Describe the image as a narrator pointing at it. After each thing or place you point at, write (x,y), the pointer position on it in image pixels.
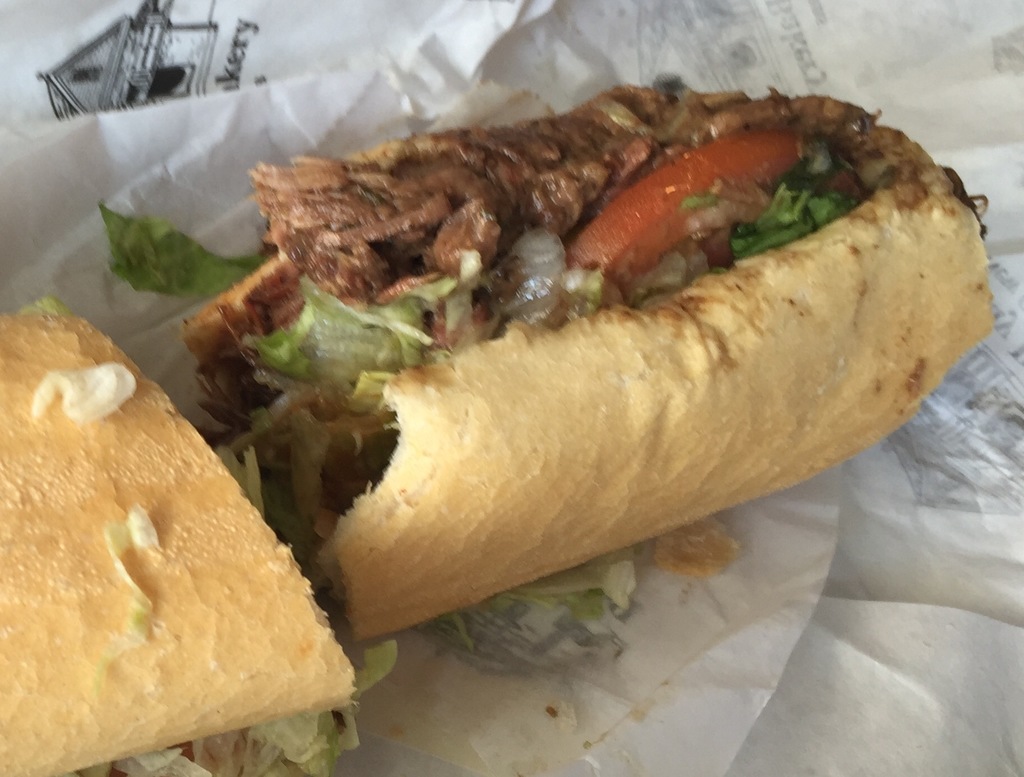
In this picture we can see a sandwich (584,449) here, at the bottom (747,536) we can see some papers (793,616).
